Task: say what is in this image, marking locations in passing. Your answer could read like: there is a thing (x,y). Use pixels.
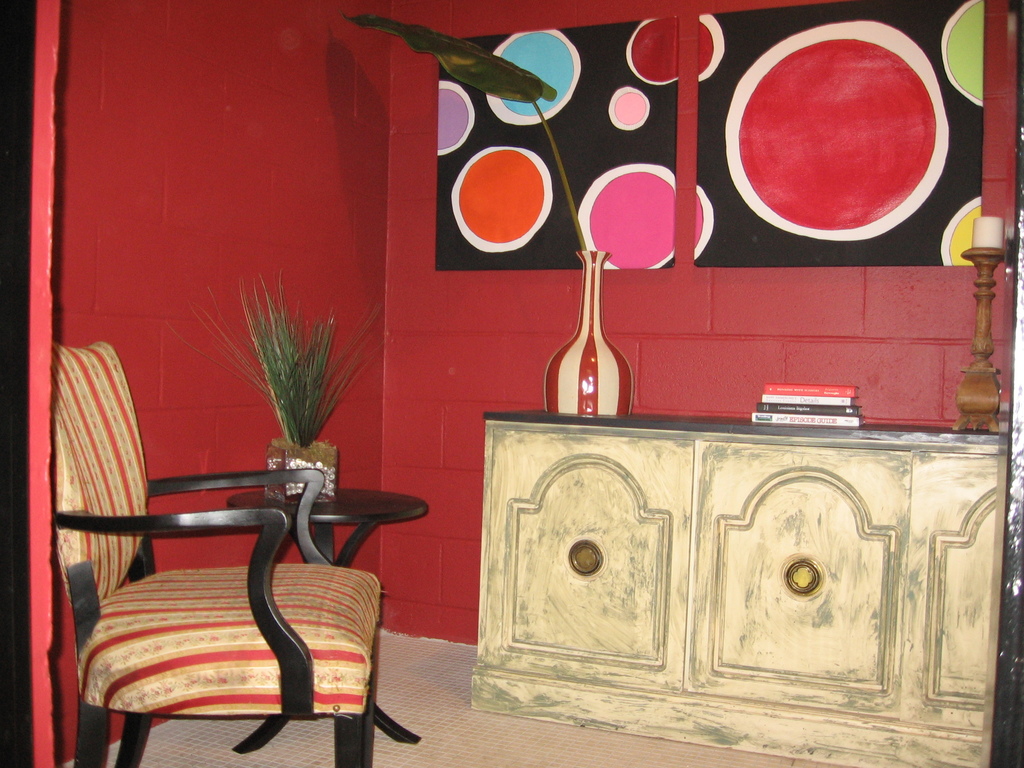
There is a chair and this is table (771,564). On the table (778,465) there are books (810,414). And this is a plant (315,375). In the background (239,254) there is a wall (277,299) and this is frame (865,258). And this is floor (483,730).
